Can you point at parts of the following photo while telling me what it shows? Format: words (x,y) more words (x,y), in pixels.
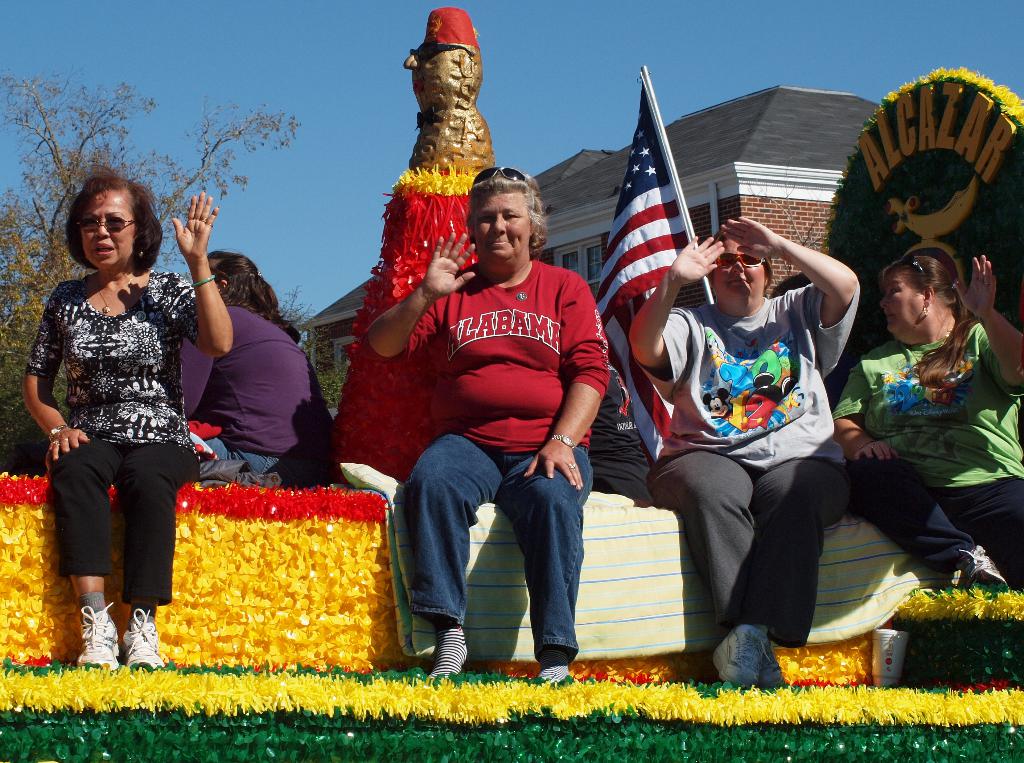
In the picture I can see these women (976,321) are sitting here and waving their hands (471,271). In the background (295,366), I can see another person (289,392) also sitting, here I can see a decorative objects (397,211), I can see a flag (614,268), brick house (706,211), trees (19,377) and the blue color sky (539,20) in the background (358,96).
